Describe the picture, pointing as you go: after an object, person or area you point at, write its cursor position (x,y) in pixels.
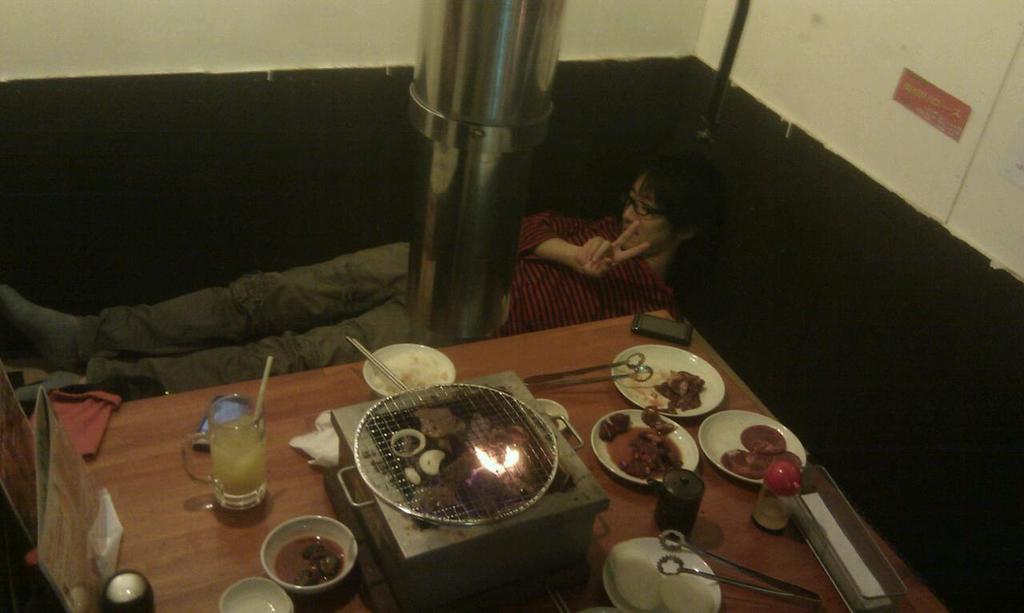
A person (663,256) is lying down, this person (651,250) wore spectacles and these are the food items (675,461) on this dining table (716,493).
